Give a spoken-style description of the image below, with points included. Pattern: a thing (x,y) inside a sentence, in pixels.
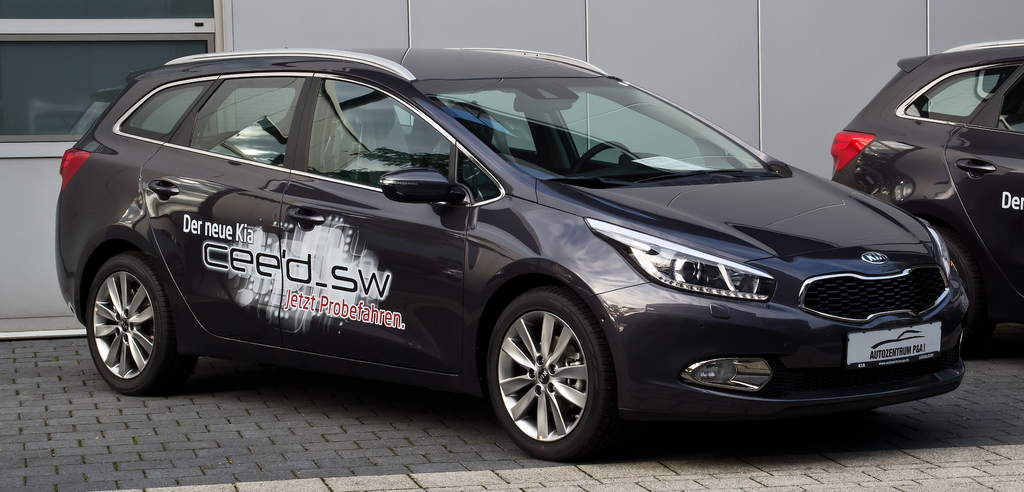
This image consists of two cars (832,197) in black color. At the bottom (304,453), there is a road (77,392). In the background (61,16), there is a wall (7,160) along with windows (81,101). And we can see a text (289,297) on the doors (317,229) of the car (280,270).
